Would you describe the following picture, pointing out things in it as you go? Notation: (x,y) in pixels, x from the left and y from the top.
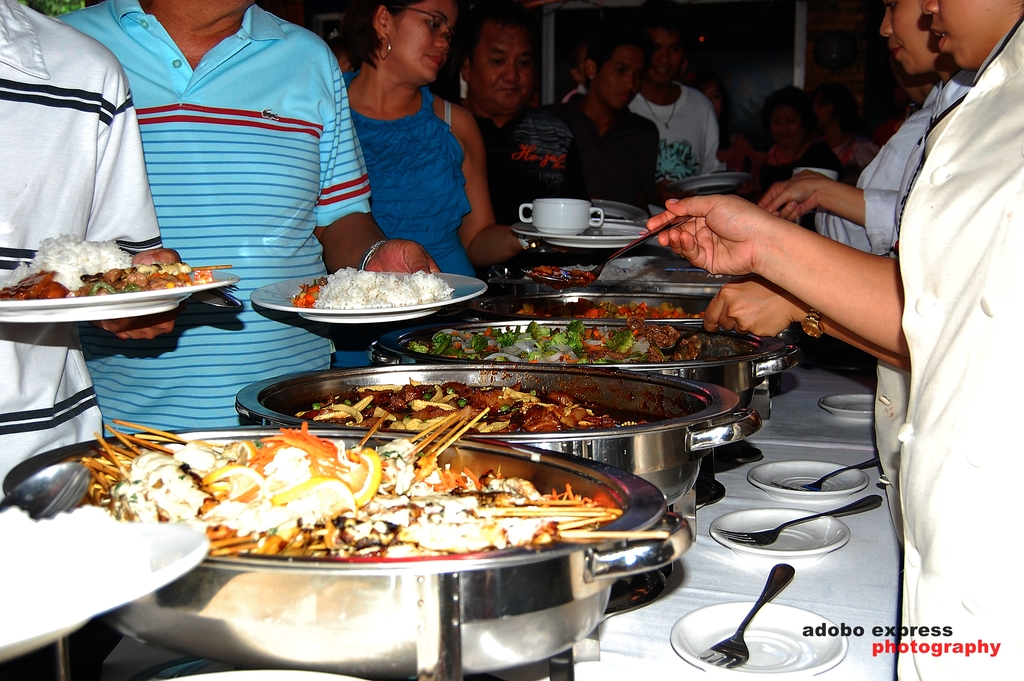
In this picture we can see group of people (344,203), in front of them we can find few plates (799,535), spoons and food (440,353) in the bowls (633,407), also we can find few people (172,317) holding plates (348,310) in their hands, in the bottom right hand corner (905,647) we can find some text (928,629).
